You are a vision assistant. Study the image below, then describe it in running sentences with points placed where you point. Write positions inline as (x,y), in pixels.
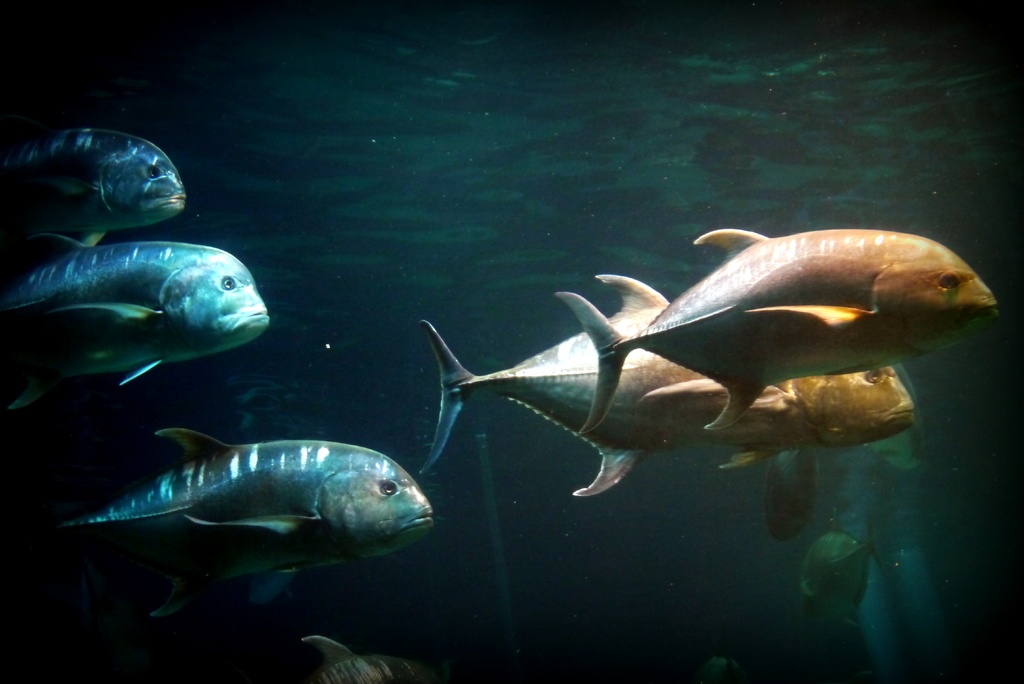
In the picture there is water (940,644), there are many fishes (779,335) present in the water (41,506).
